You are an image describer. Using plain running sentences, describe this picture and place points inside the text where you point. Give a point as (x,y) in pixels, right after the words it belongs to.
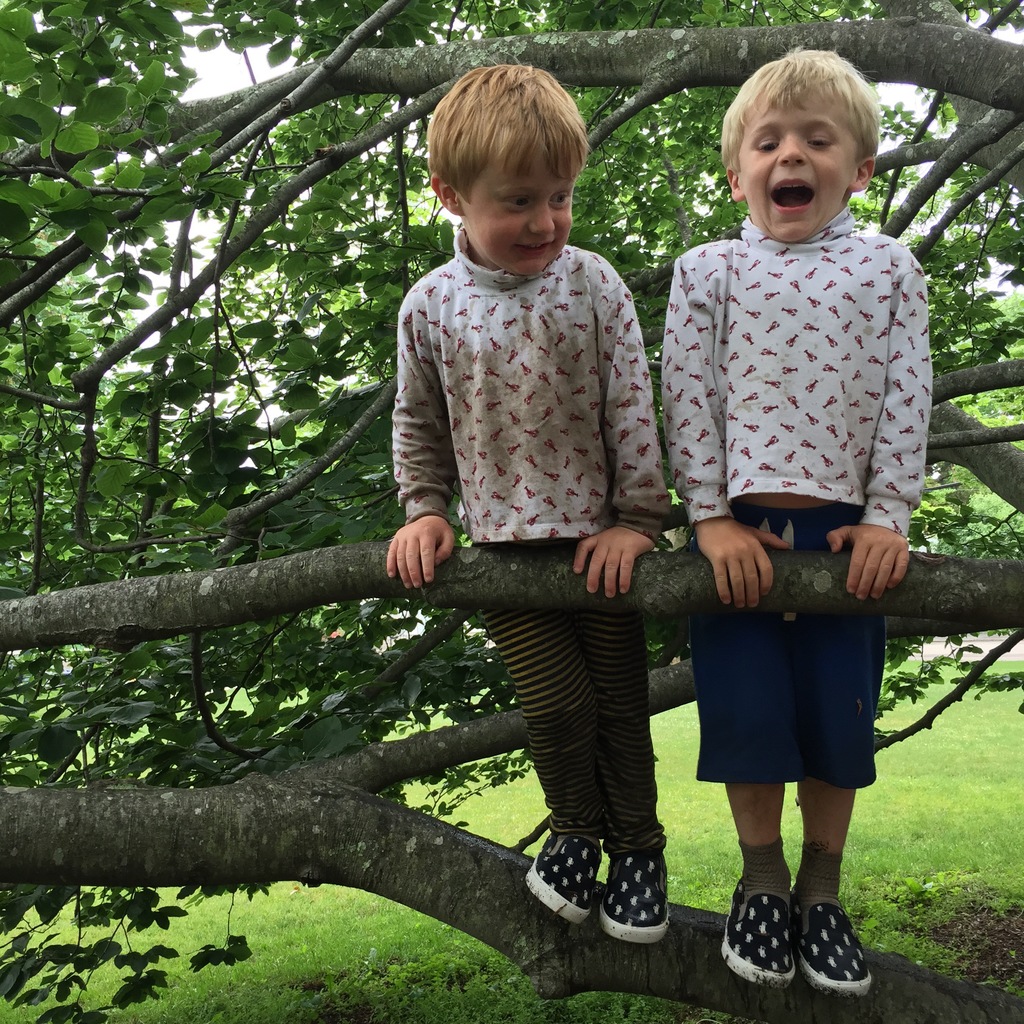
In this picture we can see two boys (741,733) standing on a branch (658,985) of a tree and in the background (511,968) we can see the grass (449,951).
